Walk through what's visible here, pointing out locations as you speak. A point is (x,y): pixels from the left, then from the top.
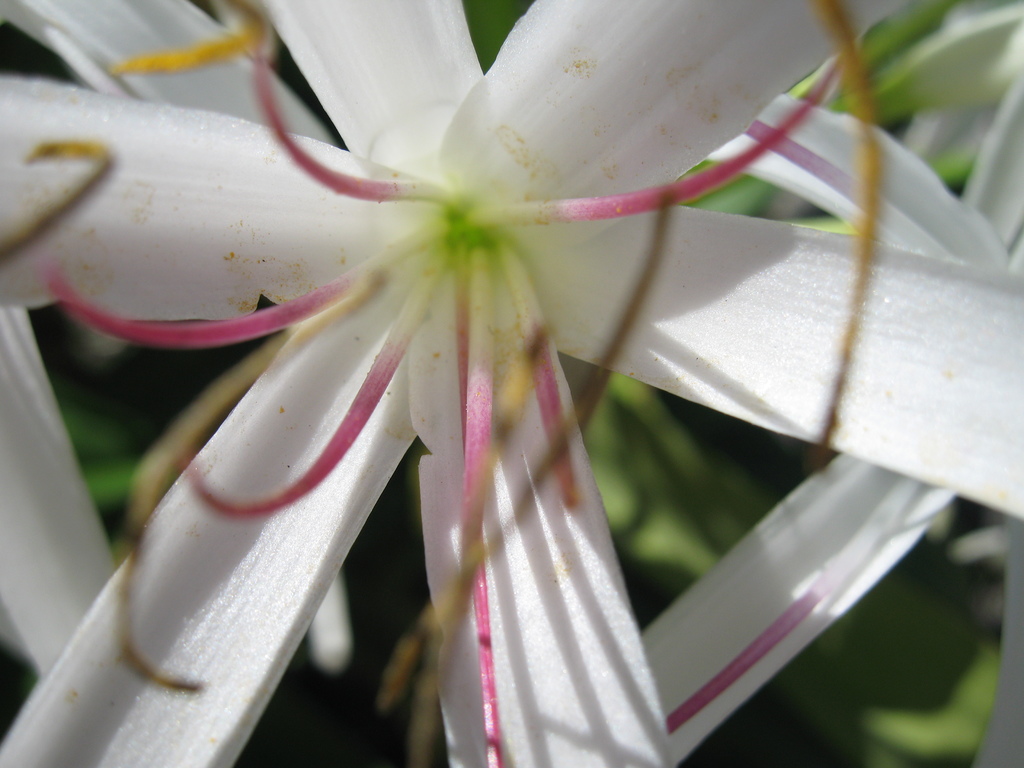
This image is taken outdoors. In the background (874,648) there is a plant (850,678). In the middle of the image (475,469) there are a few flowers (422,397). Those are white in color.
